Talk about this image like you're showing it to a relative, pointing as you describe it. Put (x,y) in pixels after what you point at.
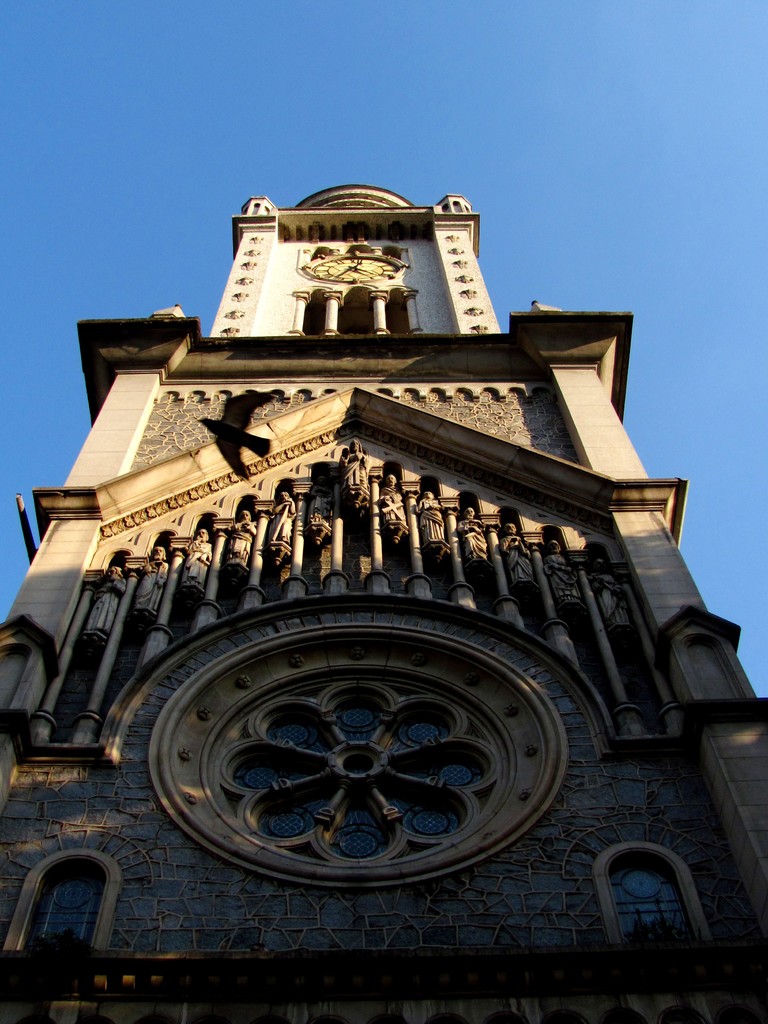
In the center of the image (305,559), we can see a clock tower (311,261) and at the top (371,125), there is sky (394,122).
